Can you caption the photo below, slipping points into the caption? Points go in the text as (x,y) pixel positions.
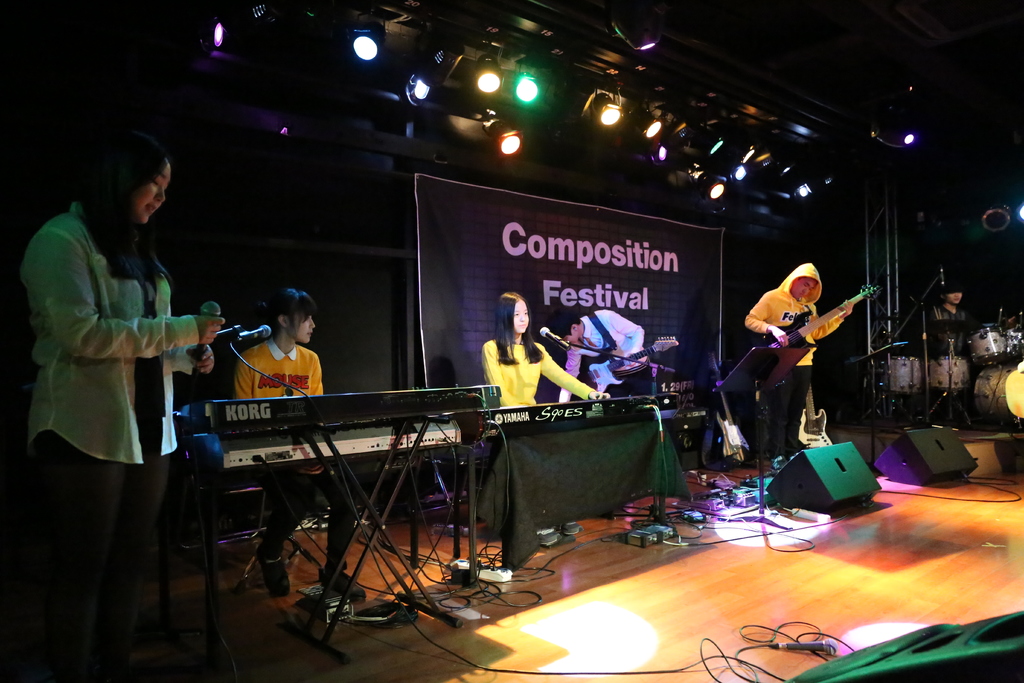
In this image I can see six people (787,399). Among them some people (807,357) are playing musical instruments (934,371). I can see there are some microphones (811,645) on the stage (695,604). In the background (559,246) there is a banner (625,300) naming composition festival and there are some lights (597,111).
